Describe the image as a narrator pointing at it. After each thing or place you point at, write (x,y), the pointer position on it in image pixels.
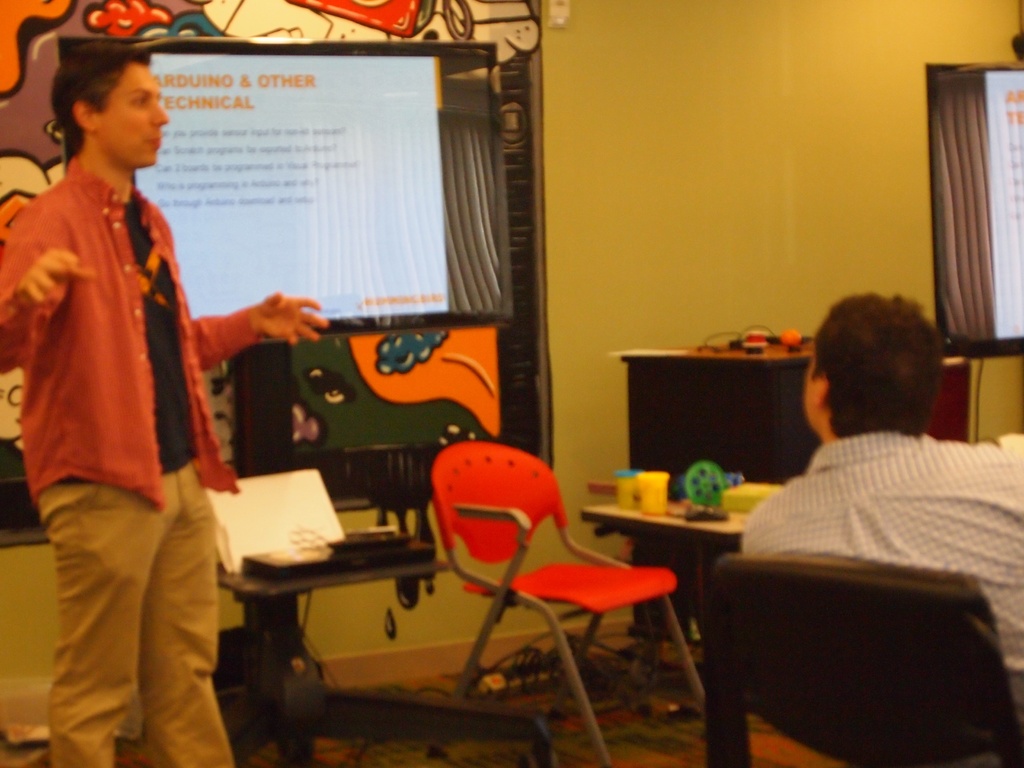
A person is standing on the left (286,303) and explaining. Right there is a person (825,517) sitting on the chair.
